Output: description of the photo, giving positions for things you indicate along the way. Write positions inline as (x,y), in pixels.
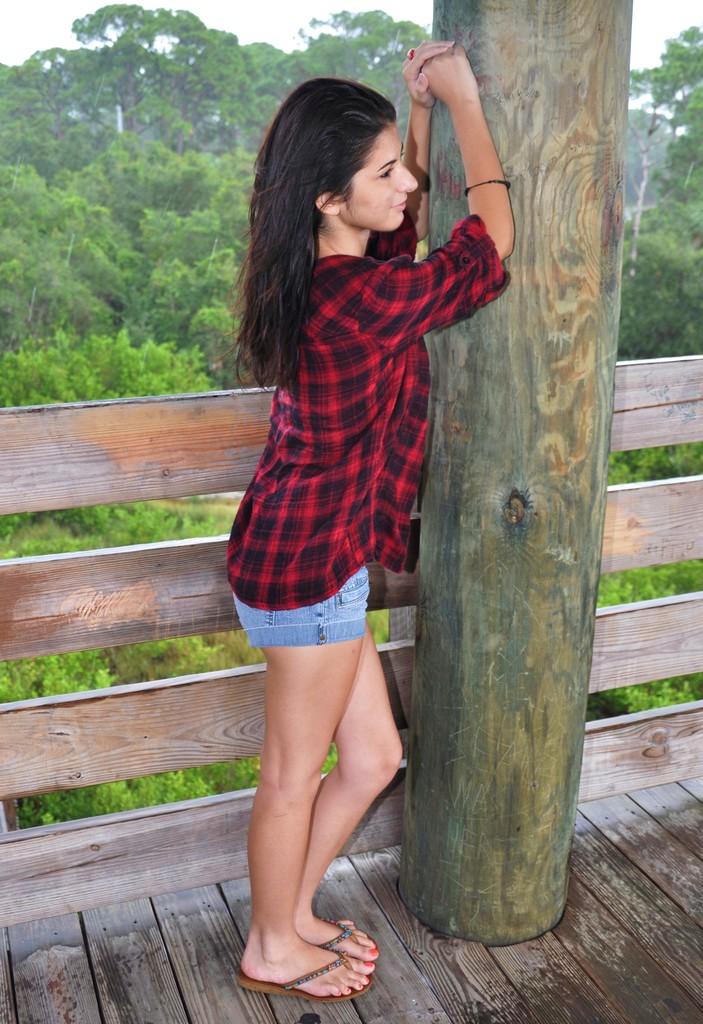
In this image there is the sky (270,26) towards the top of the image (258,24), there are trees (68,192), there is a wooden pillar (493,379), there is a woman (338,541) standing, there is a wooden floor (135,954) towards the bottom of the image (148,964).
